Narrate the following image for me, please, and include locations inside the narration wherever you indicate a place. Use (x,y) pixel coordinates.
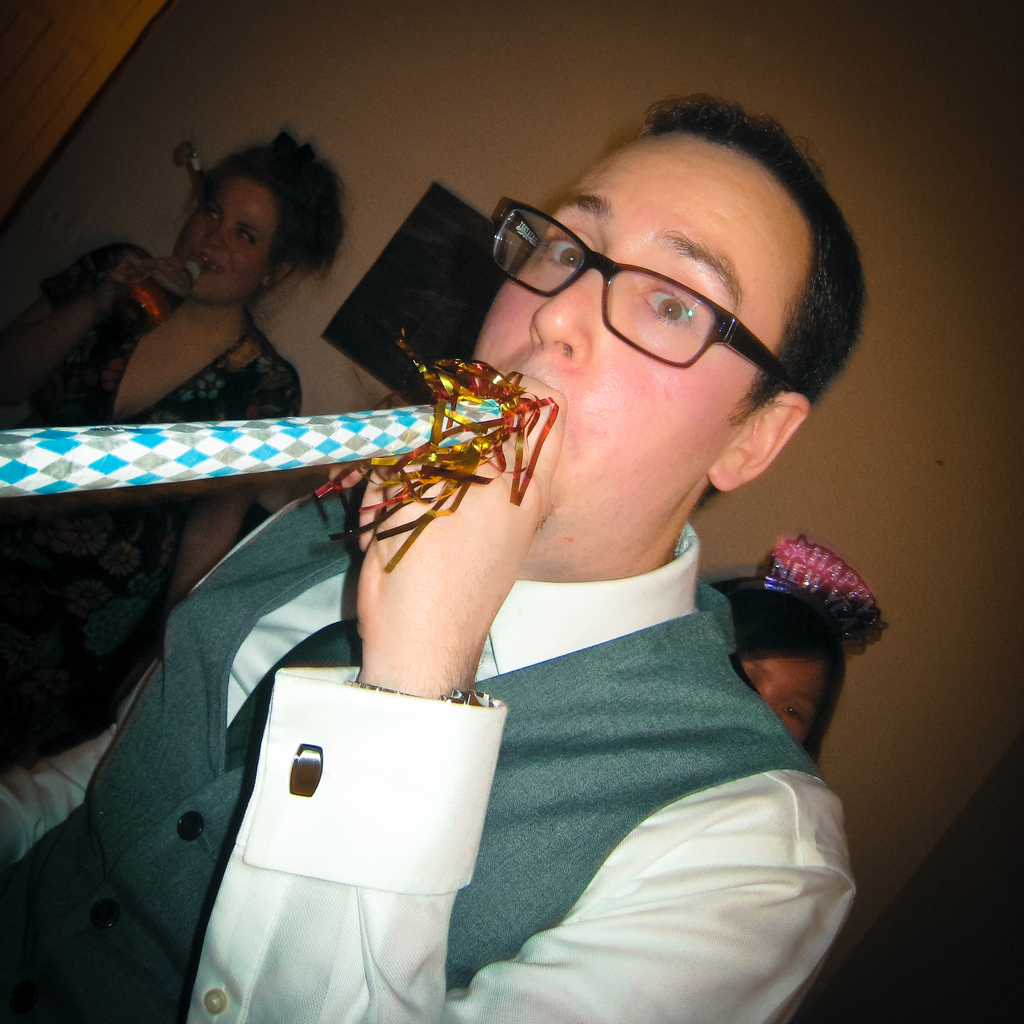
This picture describes about group of people (609,544), in the middle of the image (581,554) we can see a man (657,335), he wore spectacles (572,244) and he is holding an object (466,475), behind him we can see a woman (249,201), she is holding a bottle (196,264).
